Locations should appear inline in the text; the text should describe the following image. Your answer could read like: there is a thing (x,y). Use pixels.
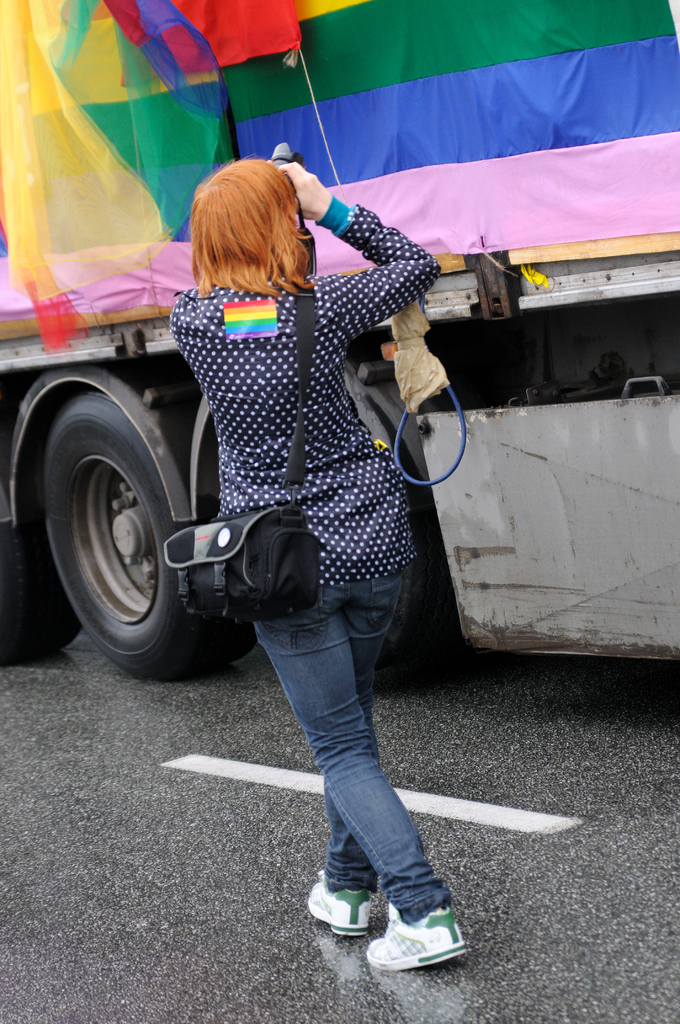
This image consists of a woman (281,676) holding a camera (298,208) and wearing a bag (219,562). She is capturing a picture. In front of her, there is a truck (583,382) covered with the clothes (251,59). At the bottom (247,826), there is a road (218,1002).
